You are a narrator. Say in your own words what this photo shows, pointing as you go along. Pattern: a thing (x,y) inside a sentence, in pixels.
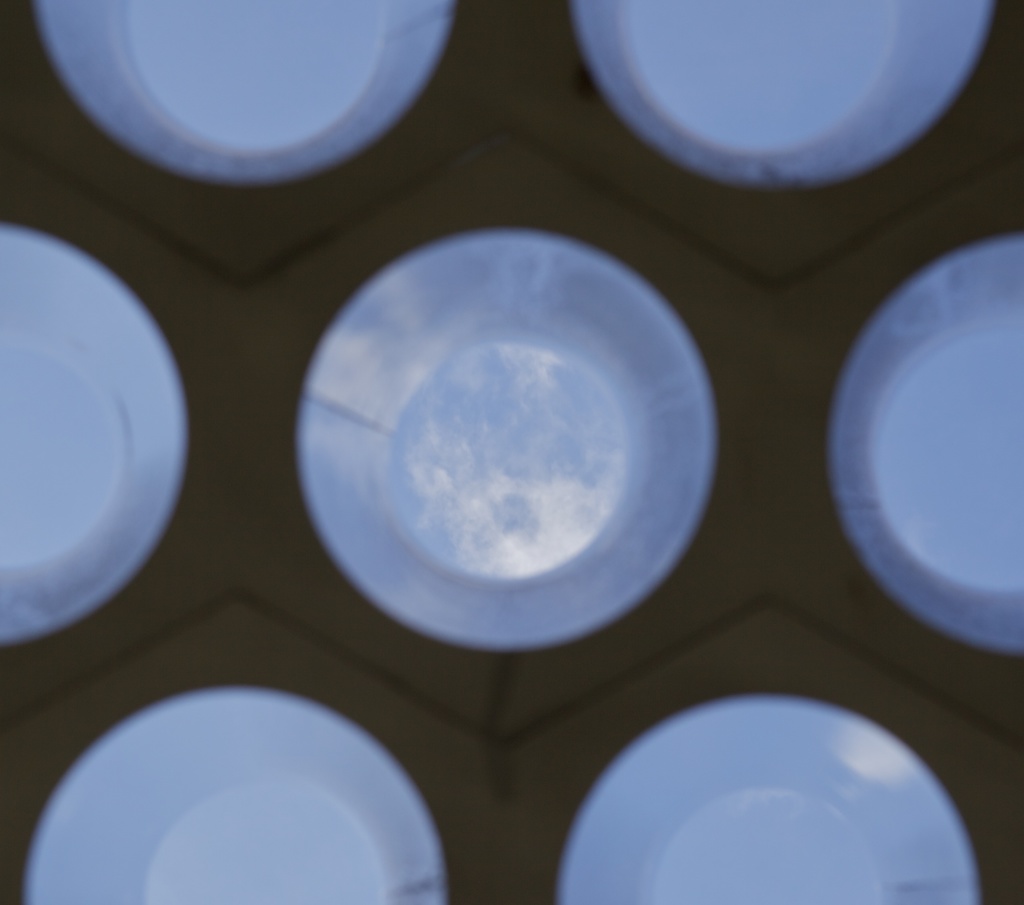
In this image I see the brown color surface (88,190) on which there are blue color circles (664,394).
